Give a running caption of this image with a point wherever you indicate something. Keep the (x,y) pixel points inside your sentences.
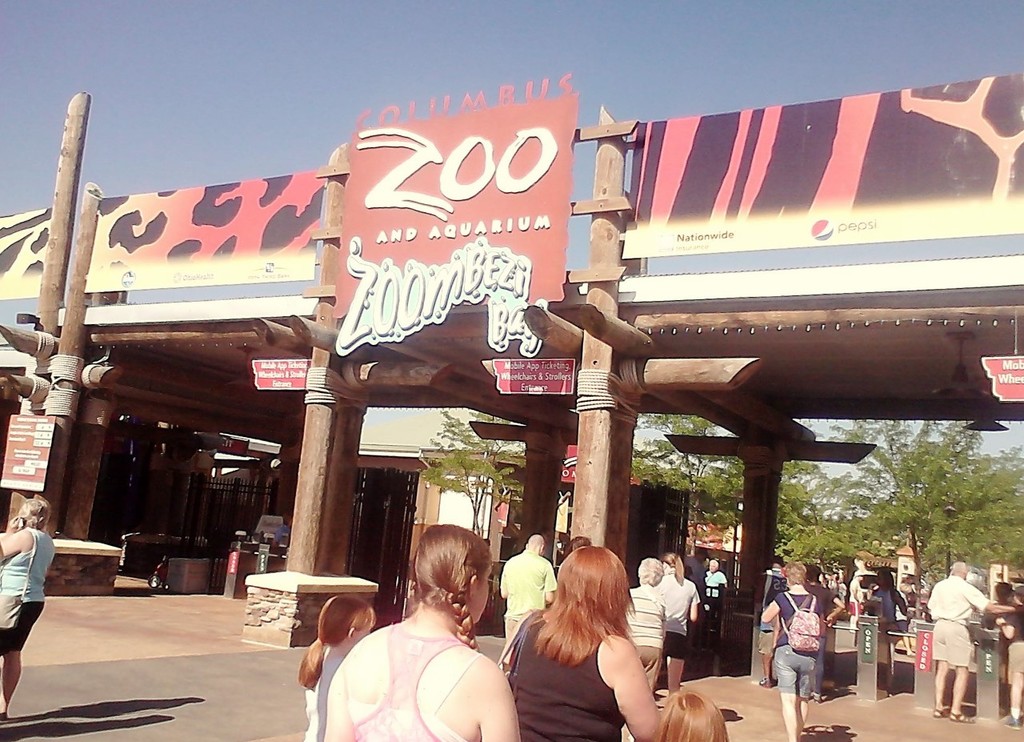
In this picture we can see a group of people (471,675) on the ground (663,682), some people (617,672) are wearing bags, here we can see a shelter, name boards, wooden poles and in the background (791,43) we can see a shed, trees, sky (794,63) and some objects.
